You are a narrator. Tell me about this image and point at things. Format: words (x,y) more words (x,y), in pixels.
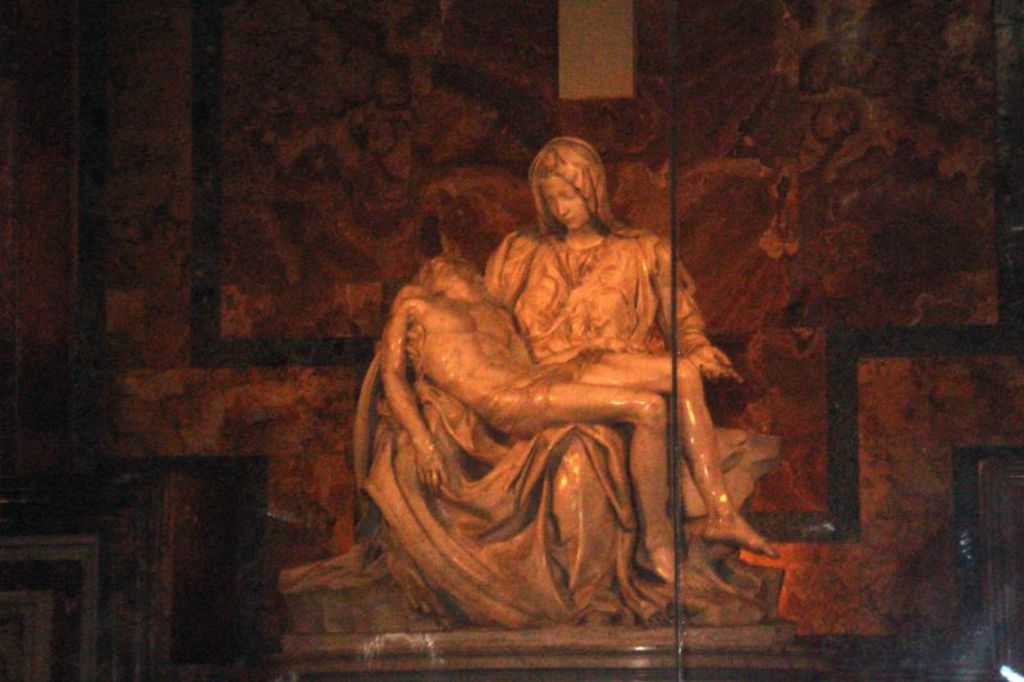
This picture looks like a statue (533,352).
